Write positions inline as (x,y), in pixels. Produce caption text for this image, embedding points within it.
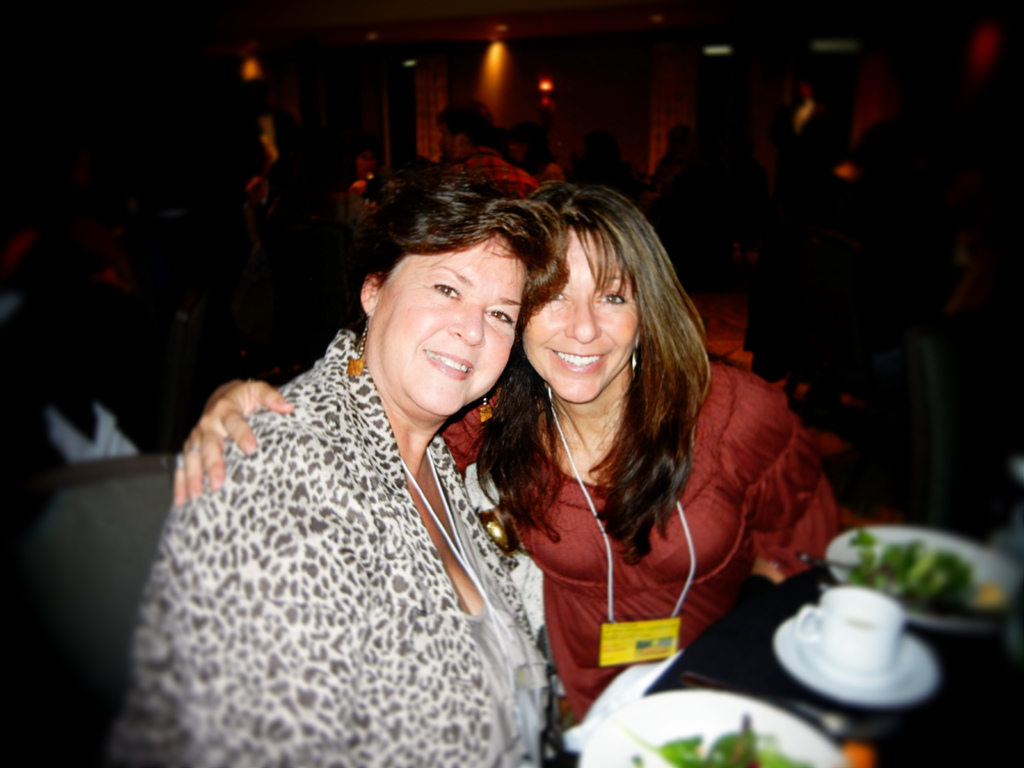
In the image there are two women (460,591) sitting in front of table (980,675) with coffee cup (861,647), bowl (683,720), salad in it, in the back (491,148) there are few people (478,159) standing and sitting, this seems to be clicked in a restaurant (882,423).
